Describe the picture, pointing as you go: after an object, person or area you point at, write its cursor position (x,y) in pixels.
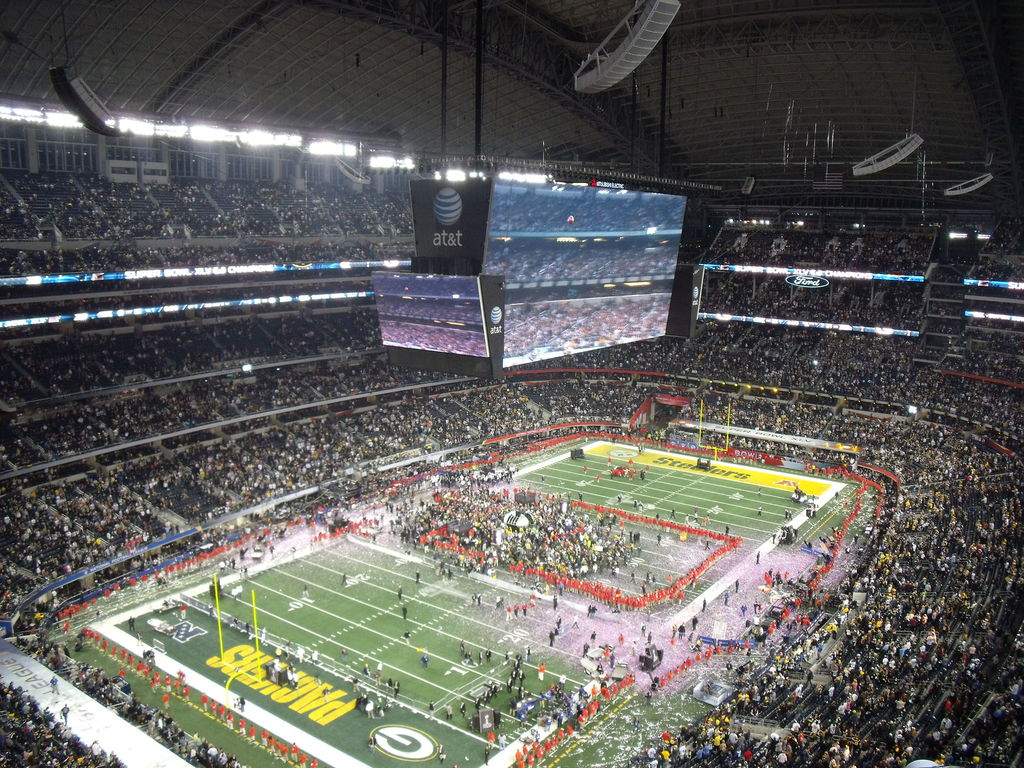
In this picture there is a stadium (519,319) in the image and there are audience (1010,273) around the ground (100,605).
